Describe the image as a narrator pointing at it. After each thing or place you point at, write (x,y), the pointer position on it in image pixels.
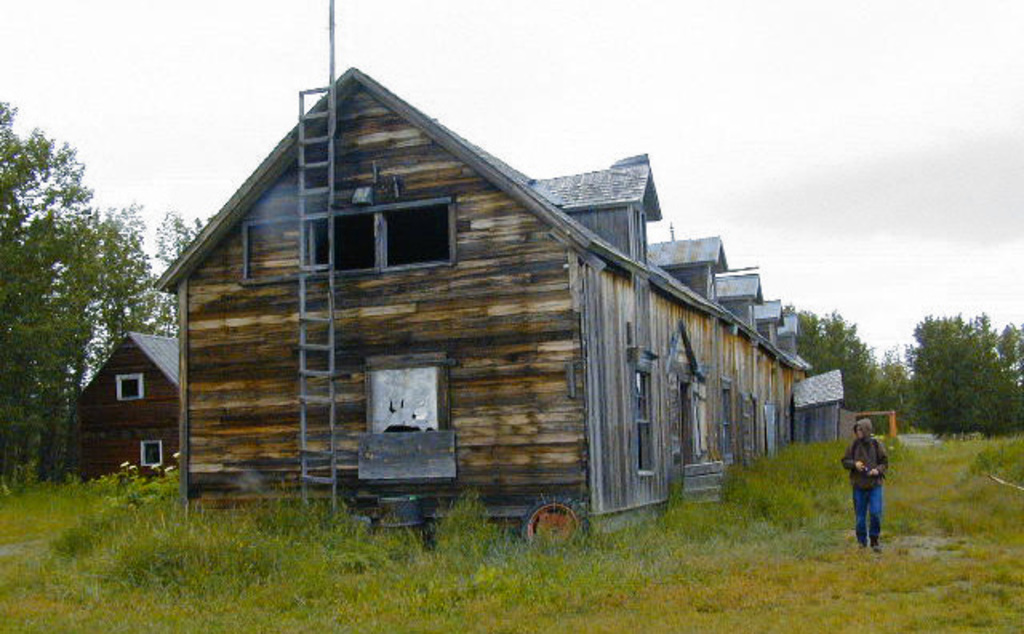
This picture is taken from the outside of the city. In this image, on the right side (884,495), we can see a man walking on the grass (902,527). On the right side (919,398), we can see some trees (972,425) and plants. In the middle of the image (442,339), we can see a wood house (621,369), window (634,409) and a ladder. On the left side (156,375), we can also see another house (142,382) and a window (142,382), on the left side (9,317), we can also see some trees (38,381) and plants (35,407). At the top (683,63), we can see a sky (882,96) which is a bit cloudy, at the bottom (196,572), we can see some plants (147,564) and a grass (200,618).
